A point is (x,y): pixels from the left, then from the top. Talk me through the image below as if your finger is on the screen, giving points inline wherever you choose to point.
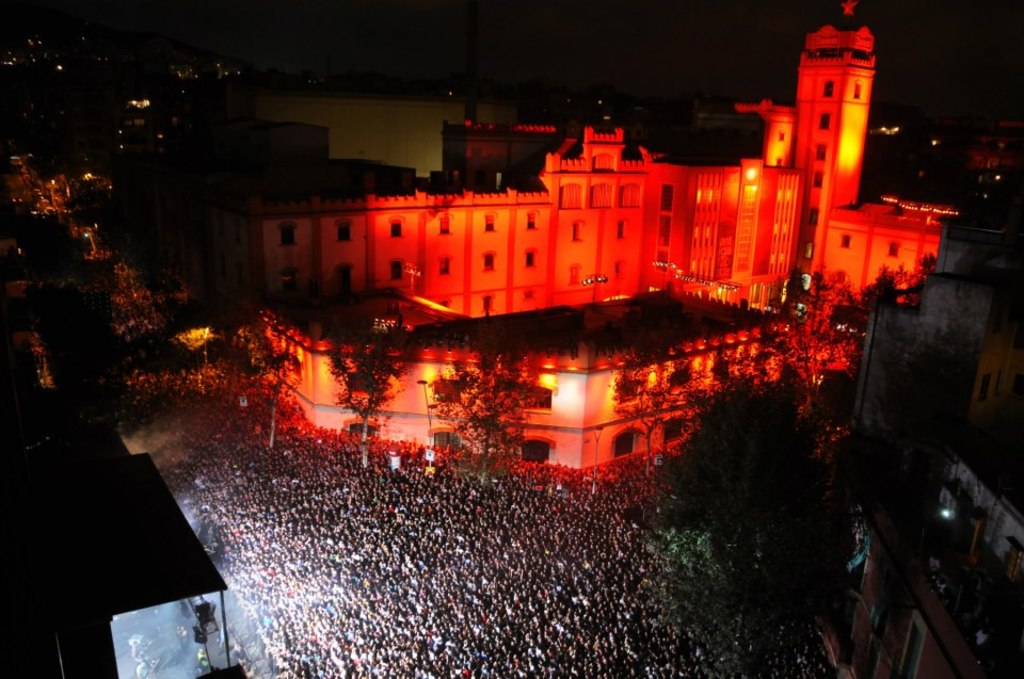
In this image I can see few buildings (583,317), windows (533,443), trees (852,309) and the group of people (547,496). The image is dark.
